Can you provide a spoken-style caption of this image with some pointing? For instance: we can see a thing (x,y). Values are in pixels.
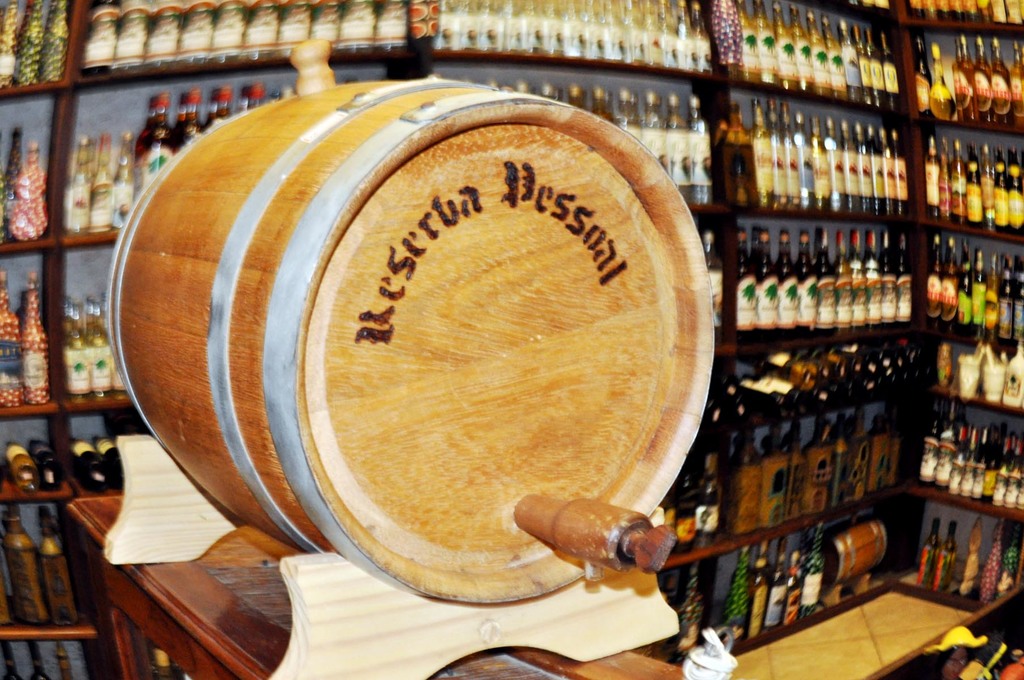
On the background of the picture (744,57) we can see bottles (501,49) arranged in a rack (807,119). This is showpiece (409,445) on the table (202,603). Its a wooden showpiece (381,431).
